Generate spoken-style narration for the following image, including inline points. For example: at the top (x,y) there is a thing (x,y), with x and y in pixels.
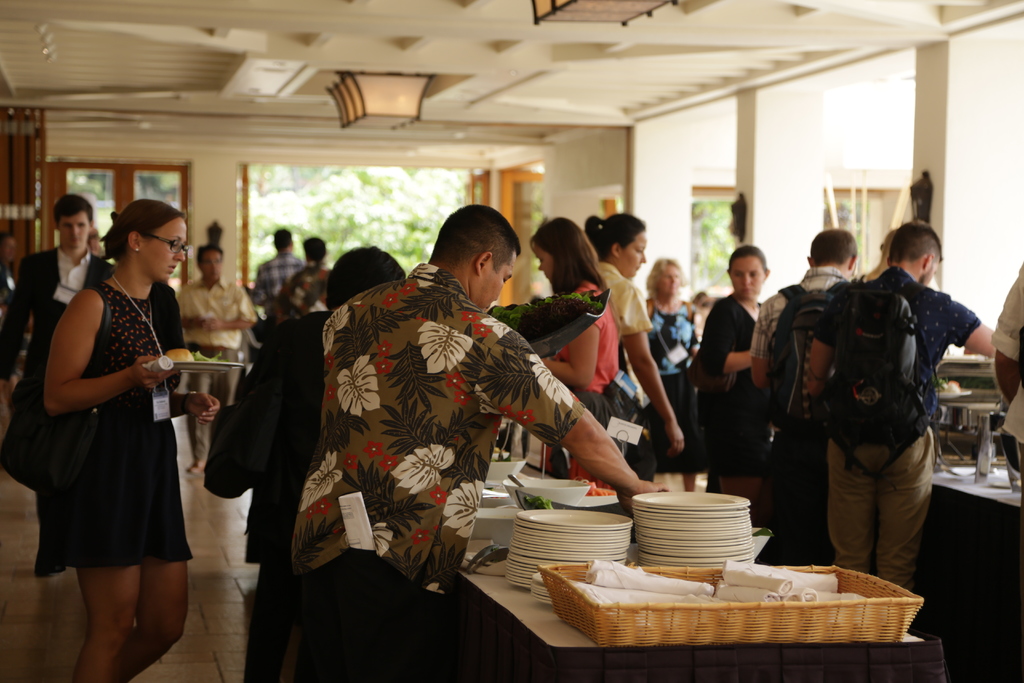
This picture shows a few people (409,283) standing and serving food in to their plates (963,389) and we see few plates (522,554) and food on the table (514,594).
